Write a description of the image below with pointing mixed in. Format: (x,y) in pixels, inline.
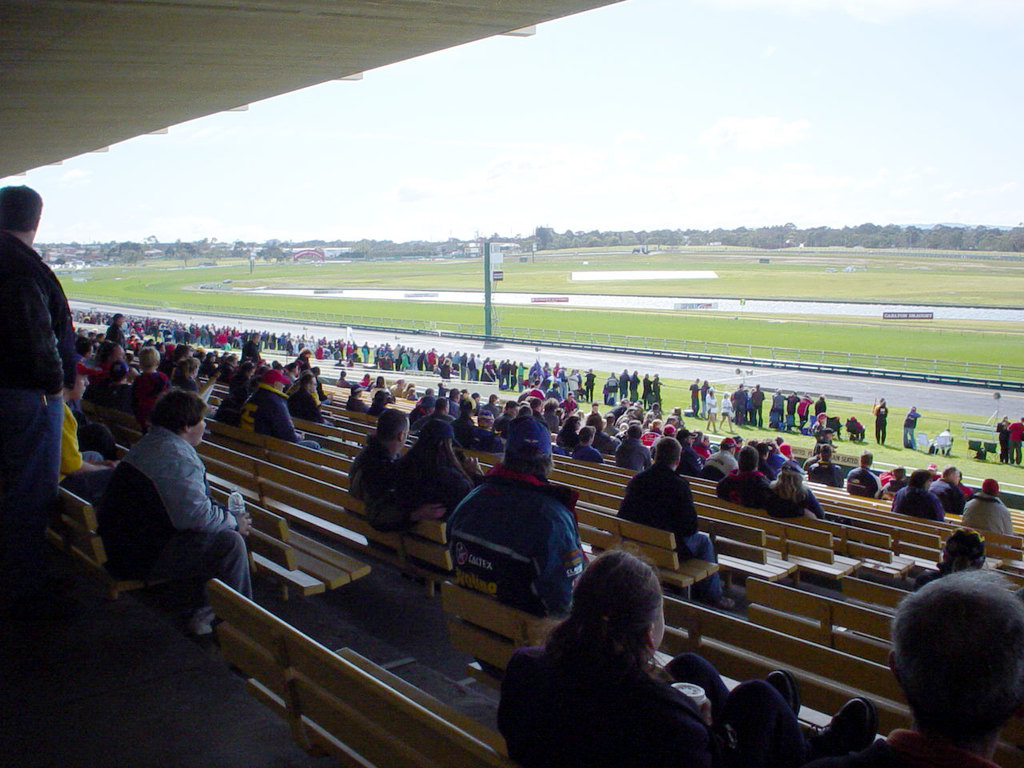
This image looks like a stadium (499,345), in this picture we can see a few people (563,429), among them some people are standing on the ground (670,290) and some people (665,450) are sitting on the benches (366,424), there are some boards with text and also we can see some trees (597,239), buildings (90,252) and a pole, in the background (678,198) we can see the sky (792,127).
